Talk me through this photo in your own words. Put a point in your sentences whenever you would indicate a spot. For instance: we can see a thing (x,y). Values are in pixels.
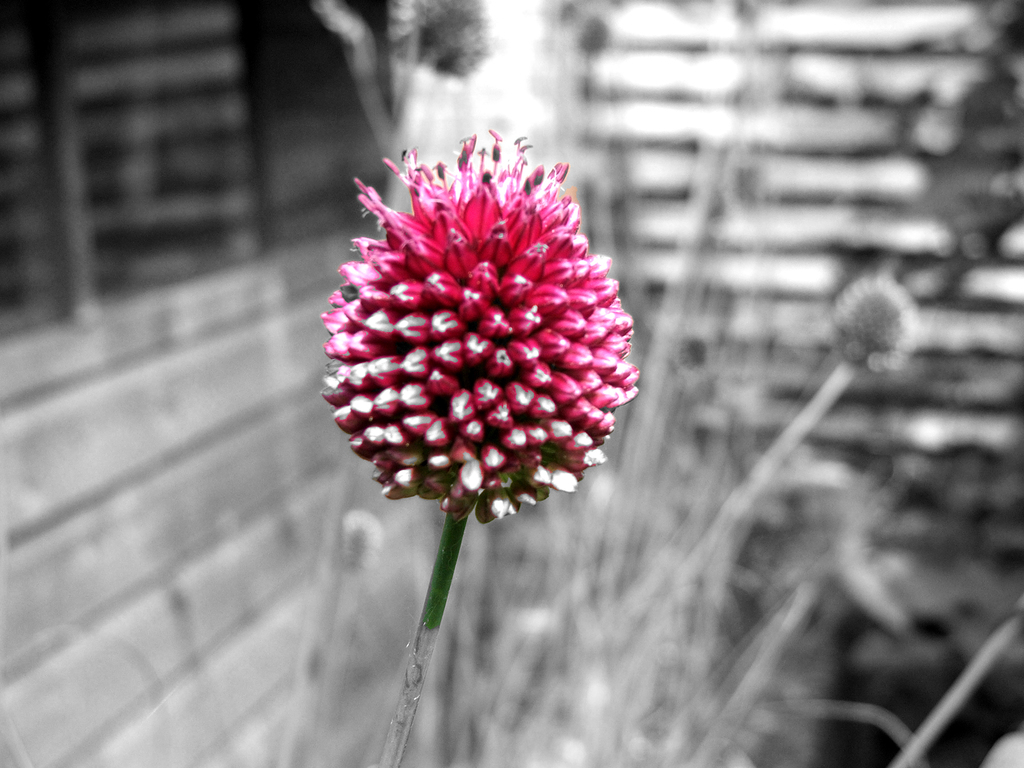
This image consists of a flower (358,320) it is in pink color. In the background (670,623), we can see a wall (871,406) and a plant (748,561). The background (10,375) is blurred.
